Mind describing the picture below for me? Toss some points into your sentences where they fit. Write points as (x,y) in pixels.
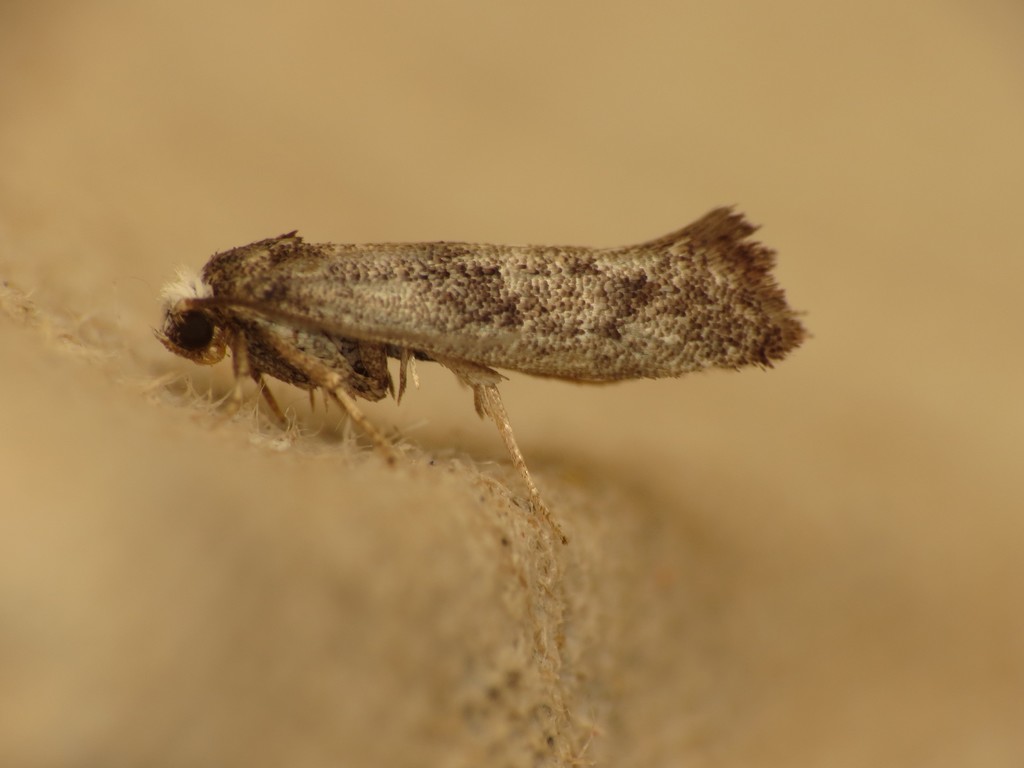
In this image I can see a cream colour insect (339,276) and I can see this image is blurry from background (724,77).
